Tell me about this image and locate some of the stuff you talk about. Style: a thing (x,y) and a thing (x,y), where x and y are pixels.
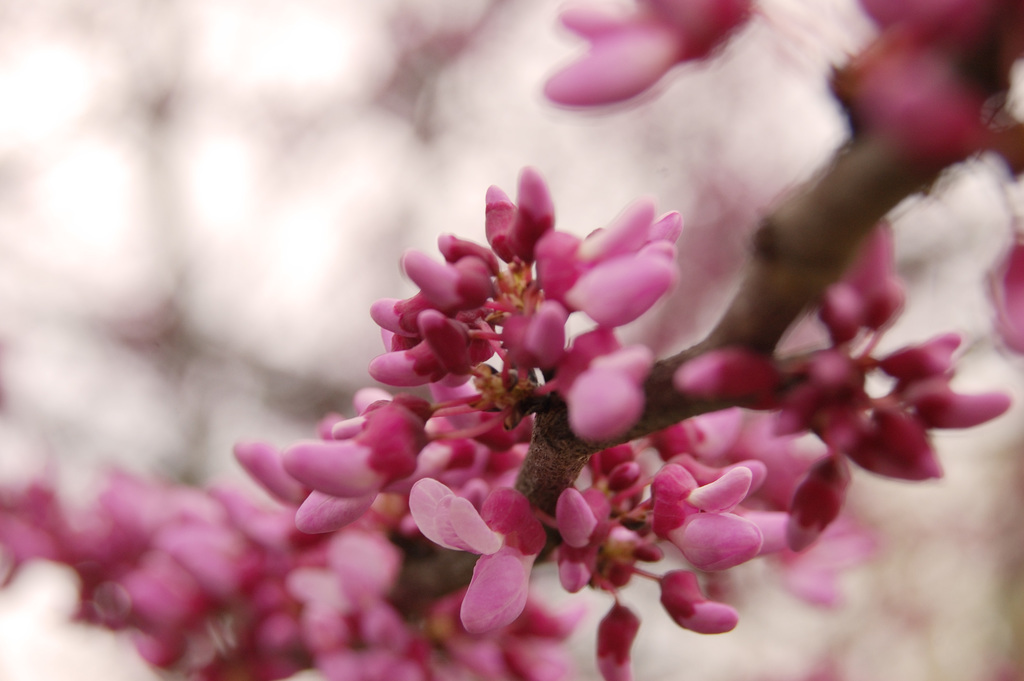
In this picture I can see the flowers (401,426) and buds (397,373) which are of pink color and I see that they're on a stem (772,257). I see that it is blurred in the background (374,680).
